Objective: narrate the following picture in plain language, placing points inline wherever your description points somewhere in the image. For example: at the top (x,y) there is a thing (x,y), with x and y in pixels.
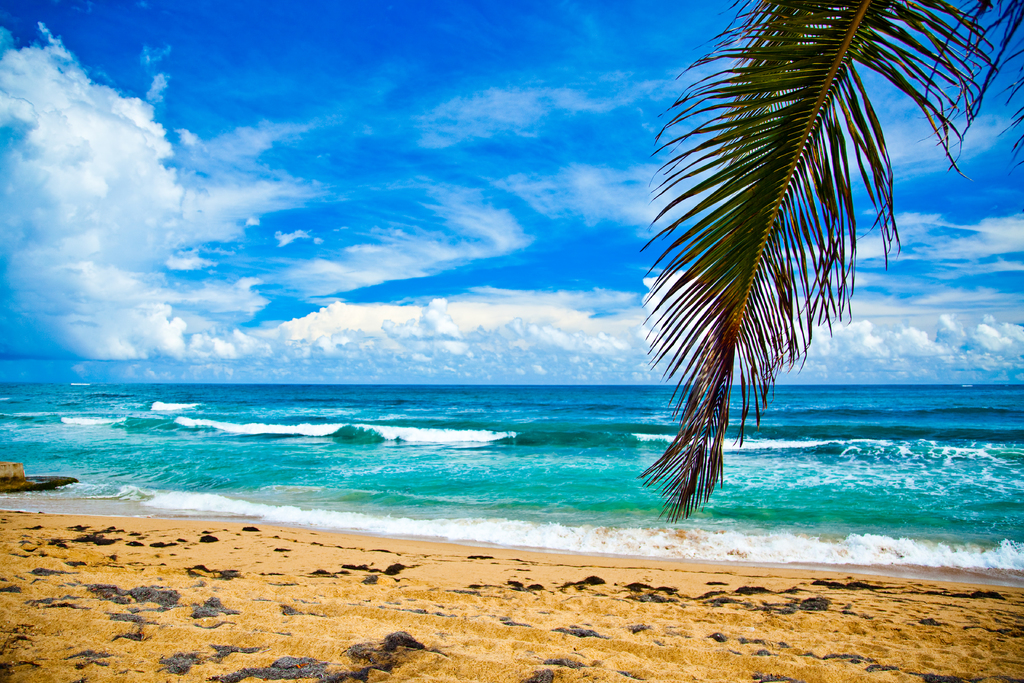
In this image there is the sky (446,152) towards the top of the image (395,126), there are clouds (519,302) in the sky (404,280), there is water (427,442), there is sand (646,648) towards the bottom of the image (455,635), there is an object (17,485) towards the left of the image (9,473), there are coconut tree leaves (799,109) towards the top of the image (862,35).
